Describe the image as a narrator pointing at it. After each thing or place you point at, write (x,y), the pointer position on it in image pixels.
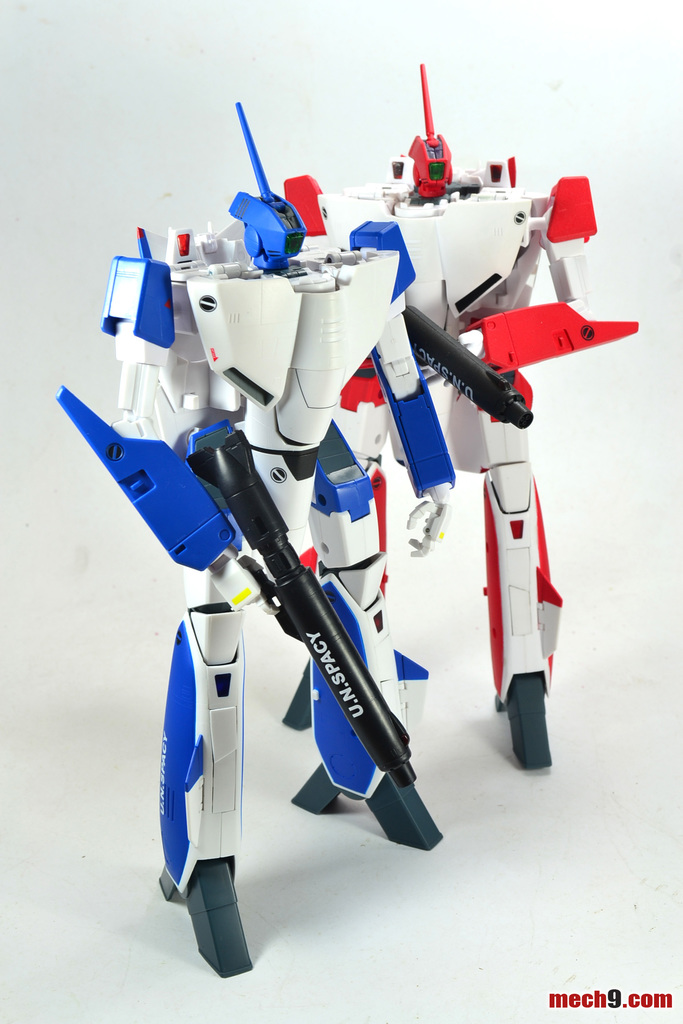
In this picture I can observe two toys (294,269) on the white color surface (280,840). The toys (367,442) are in white, blue and red colors. The background (607,180) is in white color.
